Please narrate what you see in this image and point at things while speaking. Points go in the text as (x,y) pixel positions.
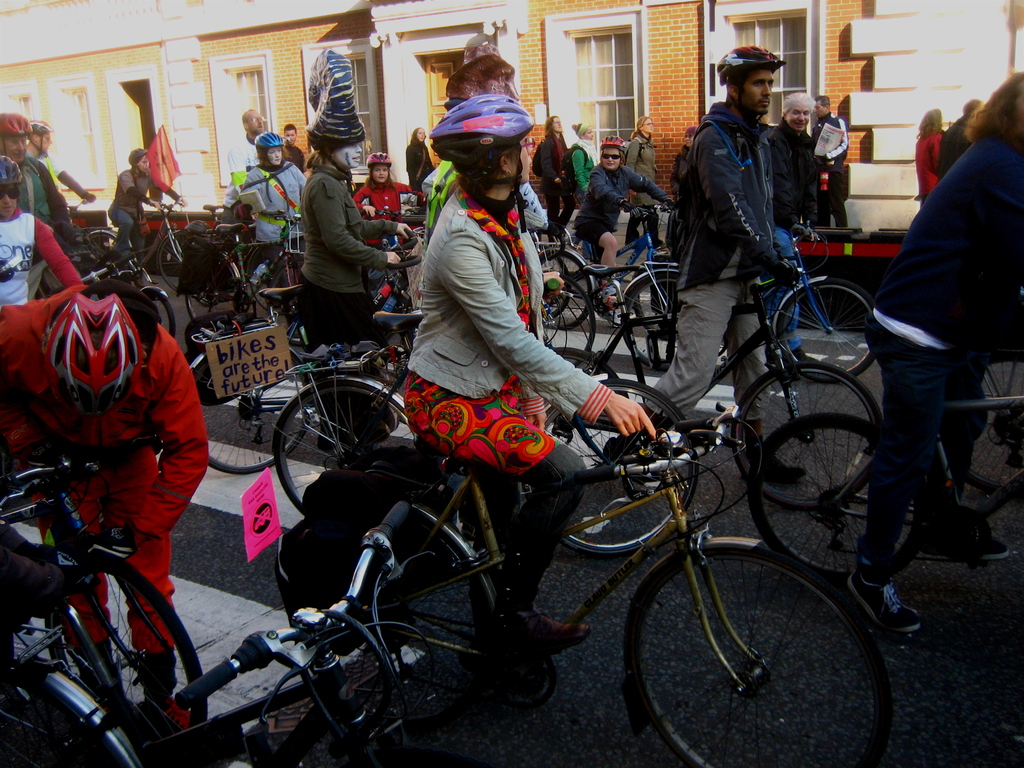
In this image I can see the group of people (397,226) sitting on the bicycles (657,545) and these people (172,377) are on the road (811,732). To the bicycles (271,406) there are some boards (216,351) attached. At the back (254,54) there is a building (601,63) with windows (606,51).
